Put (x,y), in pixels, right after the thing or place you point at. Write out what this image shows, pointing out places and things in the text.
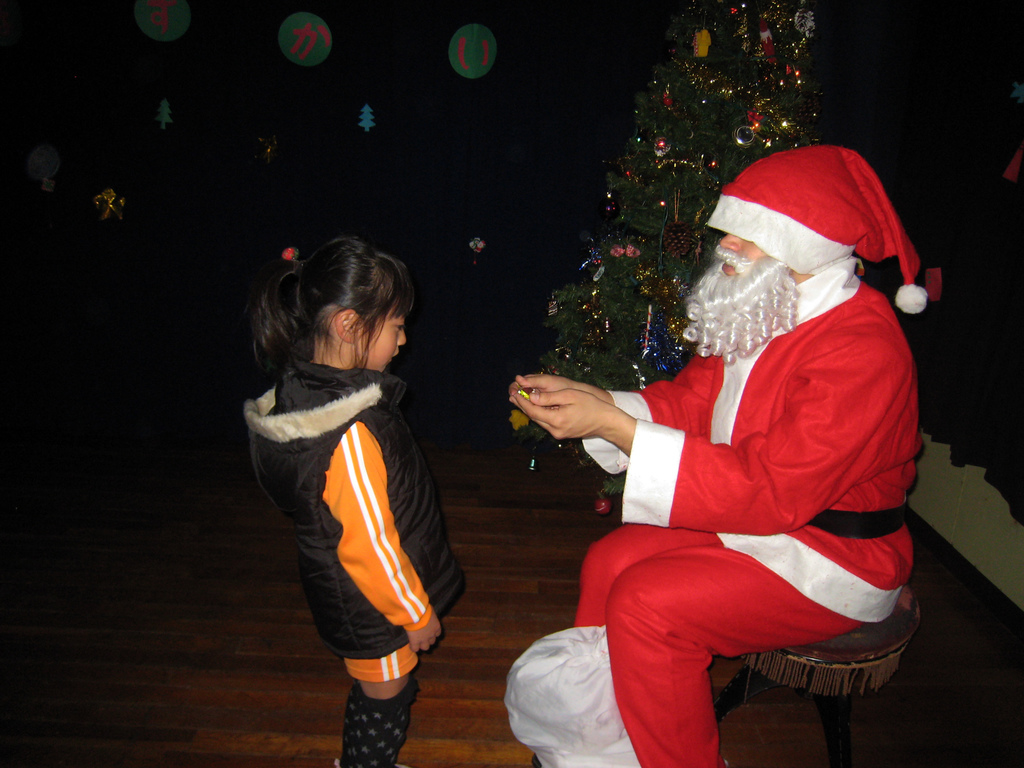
In this picture I can see there is a Santa Claus (772,484) sitting on the chair (821,685) and holding candies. There is a Christmas tree (676,252) in the backdrop (690,257) and there is a girl (379,491) standing in front of Santa (702,566).
